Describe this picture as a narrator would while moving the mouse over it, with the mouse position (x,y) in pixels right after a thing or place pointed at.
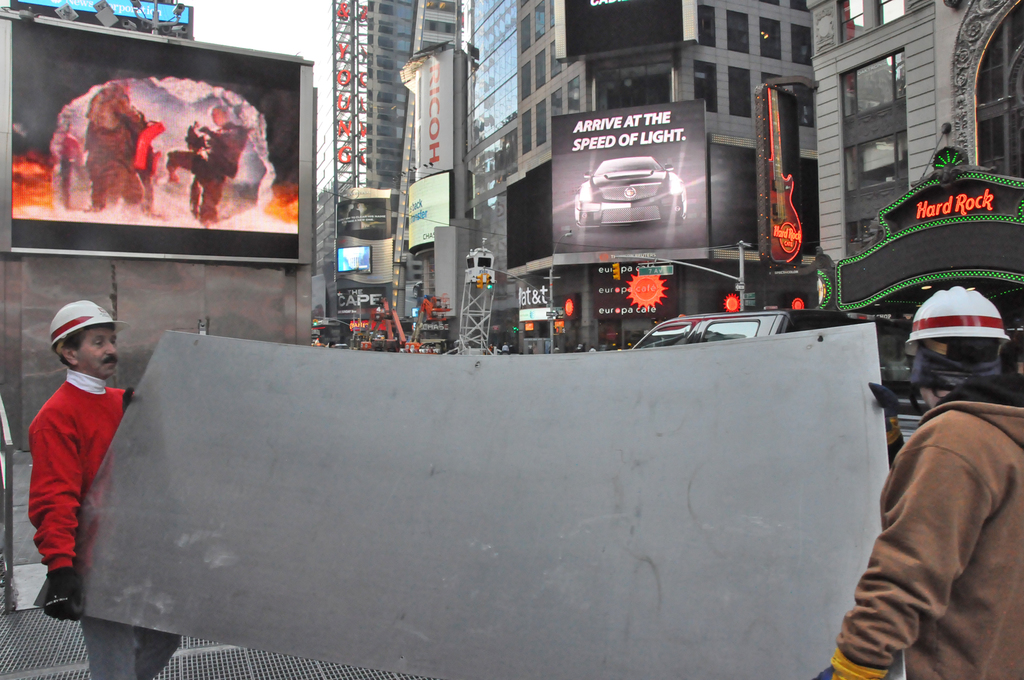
In this image I can see on the left side (177,459) a man (87,434) is carrying an iron sheet (242,491), he wore red color sweater (99,444) white color helmet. On the right side (966,423) another person (966,460) is also doing the same, he wore brown color sweater (961,524), white color helmet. In the middle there is an electronic display advertisement (639,111) of a car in black color and there are buildings (523,152) on the left side (94,168) there is an electronic display (94,168).
